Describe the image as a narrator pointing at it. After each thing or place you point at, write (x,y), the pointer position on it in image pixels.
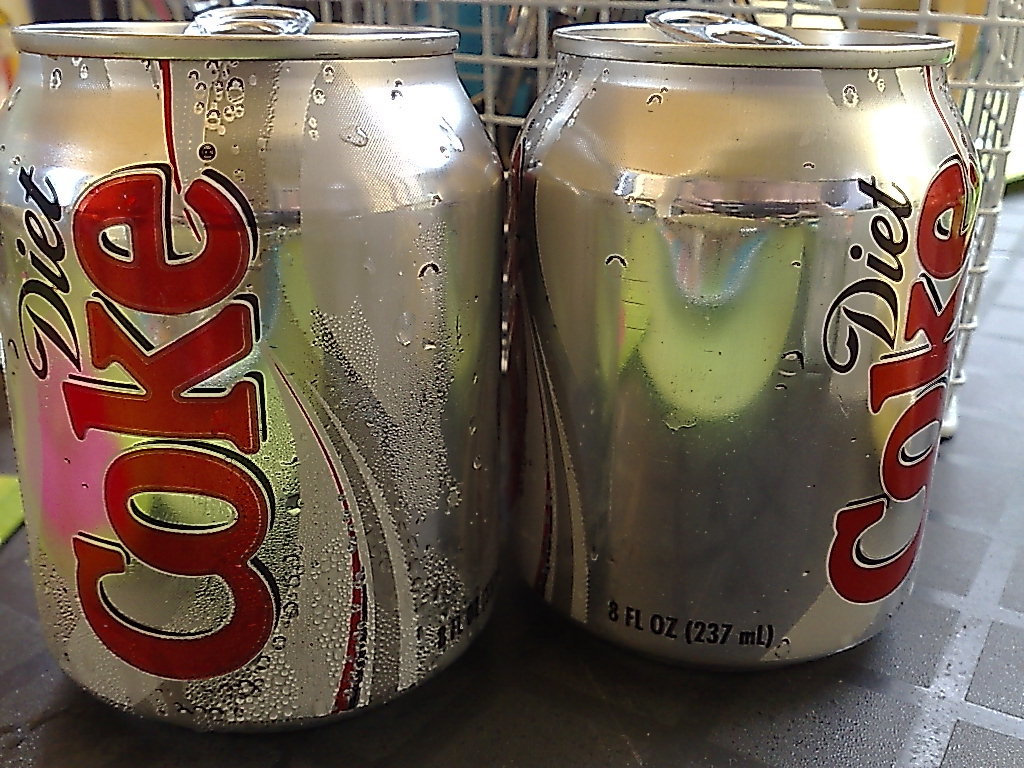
In this picture we can see there are coke tins (763,416) on an object (542,693). Behind the coke tins (356,331), it looks like a wire basket (988,95).
